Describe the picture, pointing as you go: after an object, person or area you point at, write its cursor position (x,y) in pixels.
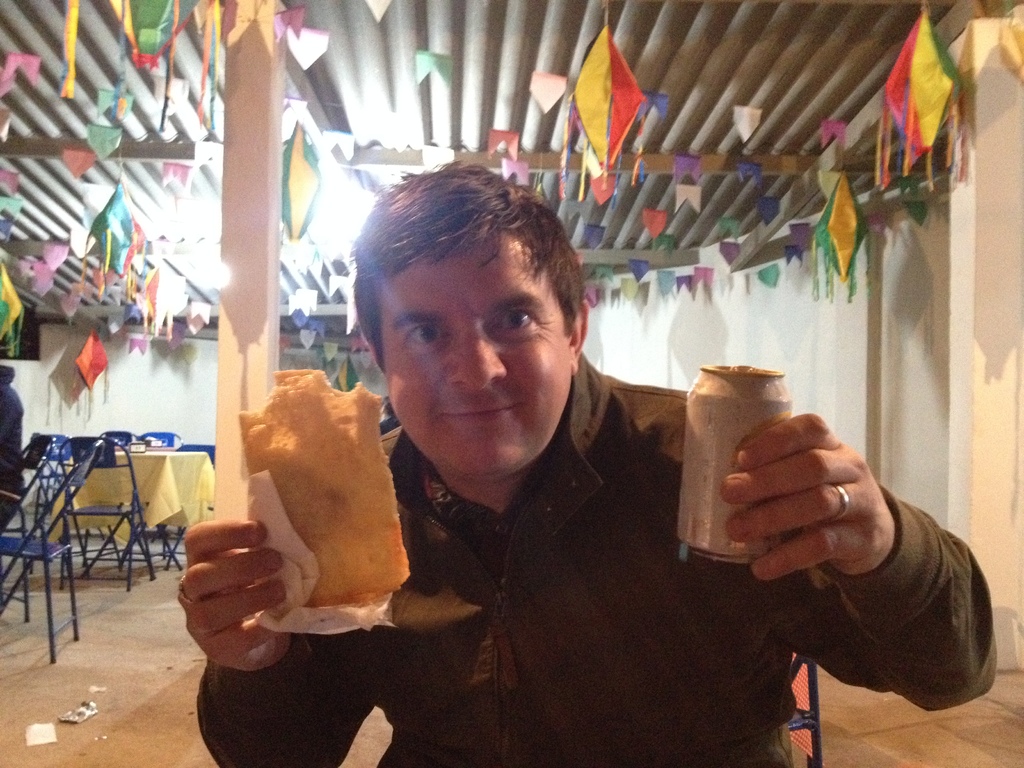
In the front of the image (510,614) a person (514,634) is holding a food (315,525) with one hand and holding a tin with the other hand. In the background of the image (779,279) there is a shed (448,27), table (191,455), chairs (70,452), walls (50,356), person (0,415) and objects (86,373).
